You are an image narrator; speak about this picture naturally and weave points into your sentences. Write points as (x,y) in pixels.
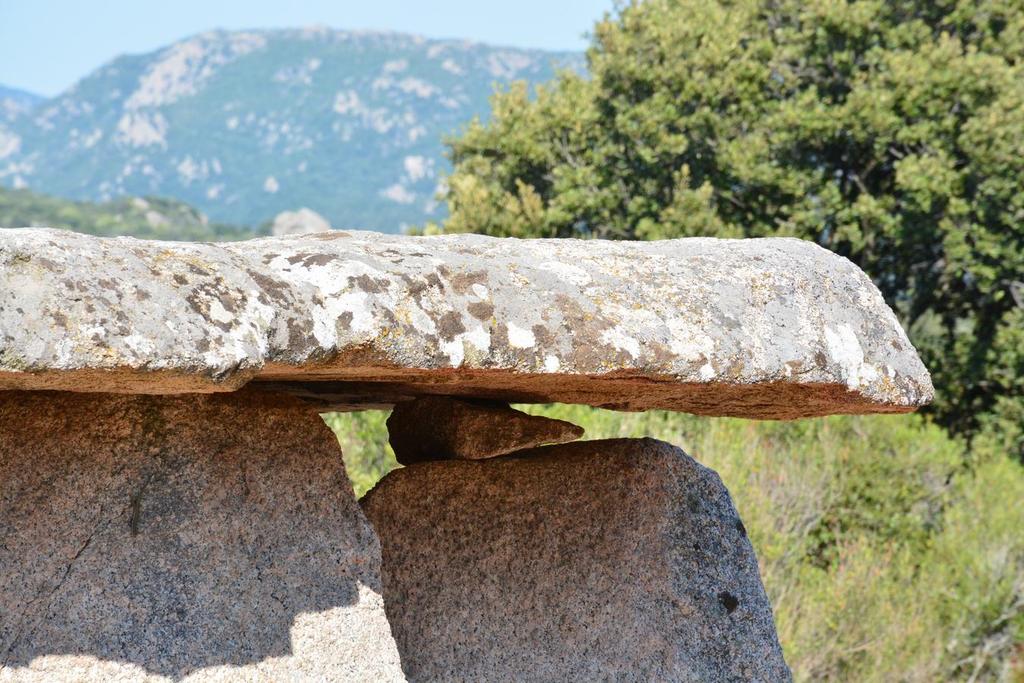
On the left side of the image (261,409) there are stones (457,302). Behind the stones (706,485) at the bottom (841,514) there is grass (863,499) on the ground (906,514) and also there are trees (936,156). In the background (326,111) there is a hill (224,73) with trees (313,111).
